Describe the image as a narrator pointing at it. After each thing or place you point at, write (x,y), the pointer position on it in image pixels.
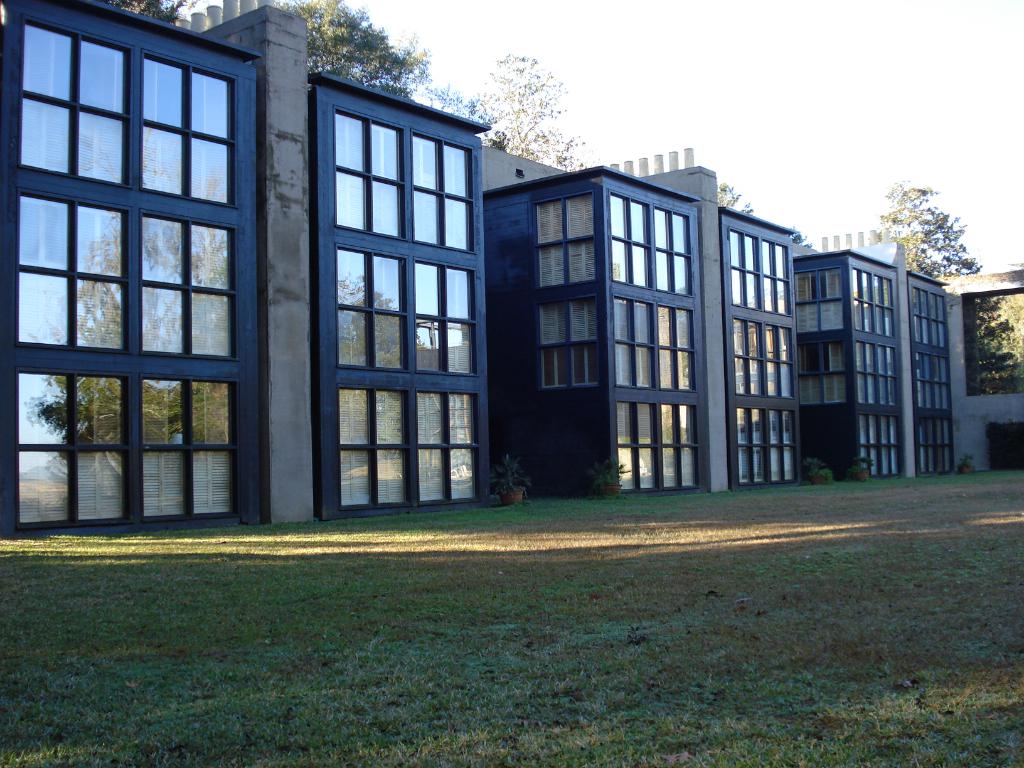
There are buildings (121,288) over here with windows (414,226), with number of windows (351,204). These buildings (380,338) are constructed in a order, line by line order. There is an open place (594,524) in front of these buildings (632,356) with some grass (259,644) over the land (450,626). We can observe a wall (964,415) here. There are some small plants (516,483) in front of these buildings (496,494). Behind these buildings (485,177) there are some trees (383,77). And in the background (824,85) we can observe sky (739,54).
